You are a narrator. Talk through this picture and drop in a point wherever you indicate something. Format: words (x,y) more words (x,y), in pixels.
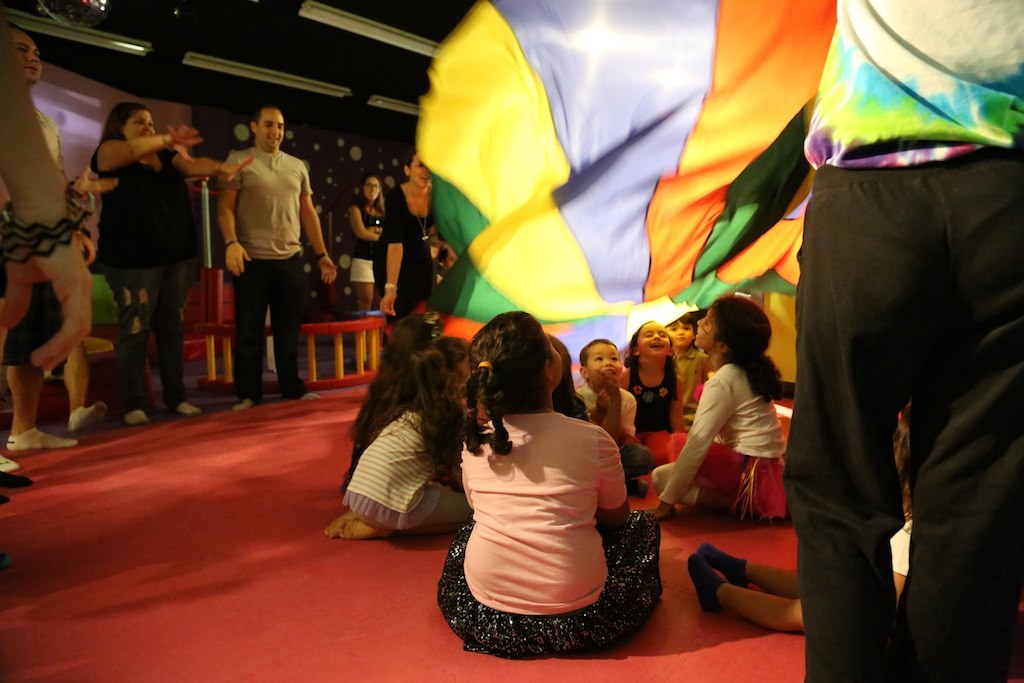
In this image I can see a group of people (838,311) are sitting and standing on the floor (220,405). In the background (592,78) I can see a curtain (662,92), wall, benches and lights (315,14) on the rooftop (301,68). This image is taken may be in a hall (397,87).
